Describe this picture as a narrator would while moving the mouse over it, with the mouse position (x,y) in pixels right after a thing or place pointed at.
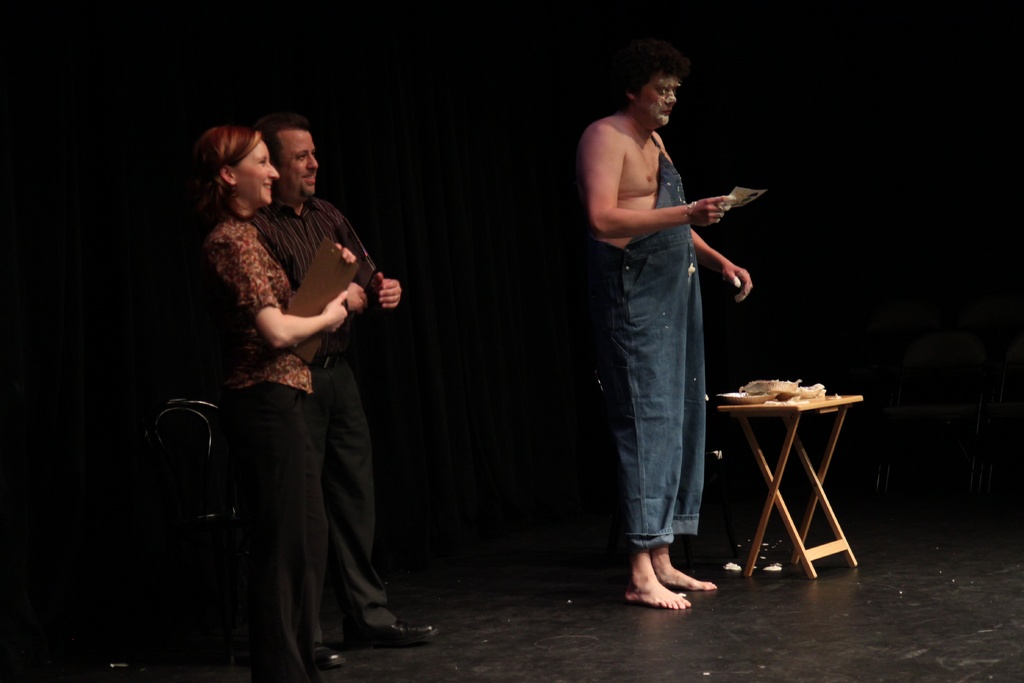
In the middle (649,353) there is a man (674,348) he is holding a paper (734,205), in front of him there is a table (774,495) on that there is some food (778,396). On the left (271,407) there are two people (327,385) they are smiling. I think this is a stage drama.
